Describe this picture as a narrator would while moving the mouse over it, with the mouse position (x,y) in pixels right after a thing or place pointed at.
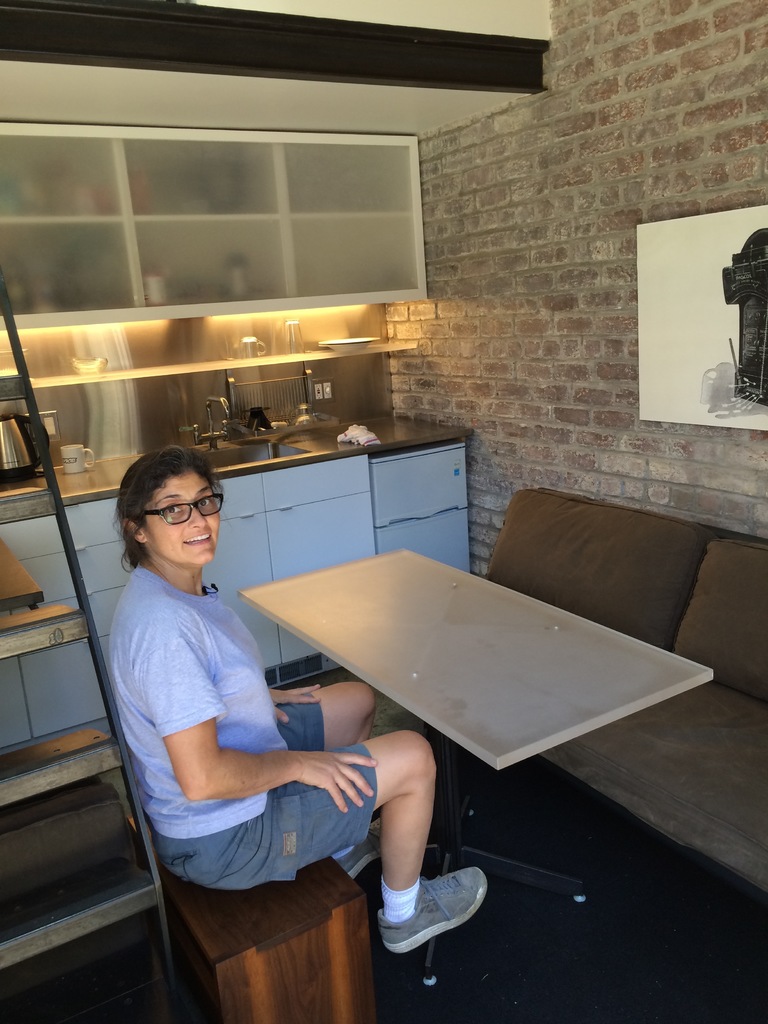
Here is a woman (251,859) sitting on a stool (293,905). This is a table (467,710). This is a couch (734,726). This is a photo frame (662,281) which is attached to the wall (590,310). I can see a sink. This looks like a coffee machine (22,464) and a cup (82,444) are placed on it. These are the racks (161,262) where objects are stored in it
